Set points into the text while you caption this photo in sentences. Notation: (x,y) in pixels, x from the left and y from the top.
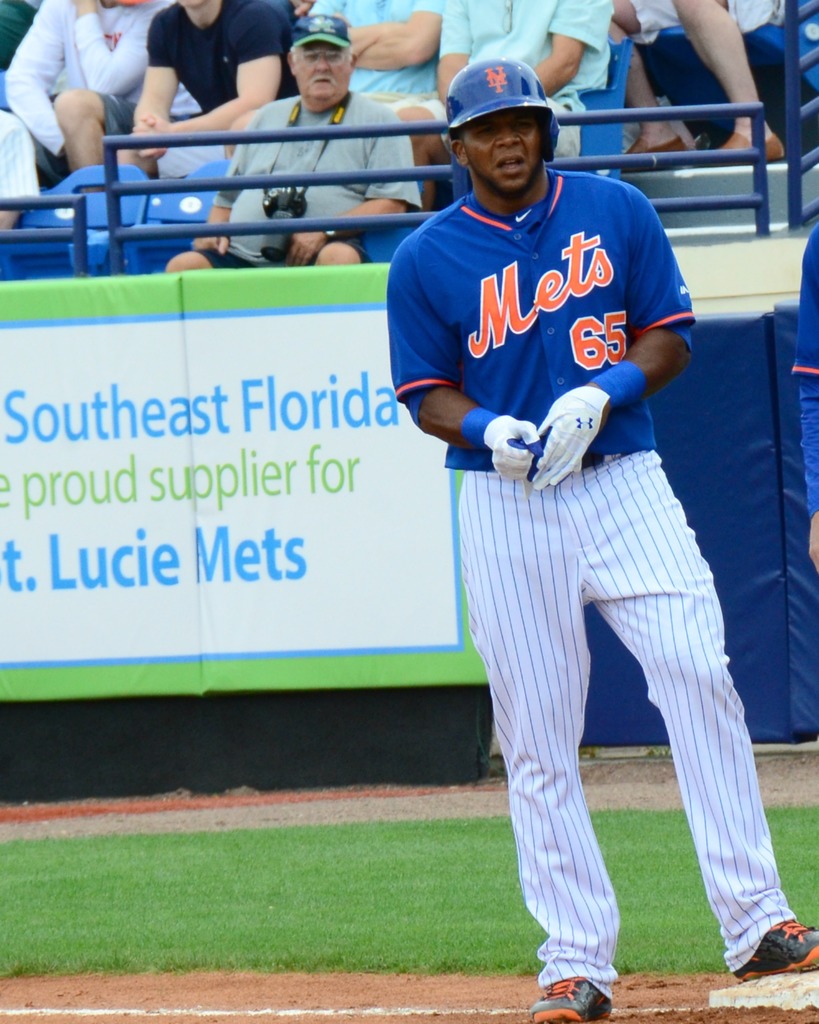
In the image there is a player (554,452) standing on the ground (706,947), behind him there is a banner (336,339) and behind the banner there are spectators (410,35).
